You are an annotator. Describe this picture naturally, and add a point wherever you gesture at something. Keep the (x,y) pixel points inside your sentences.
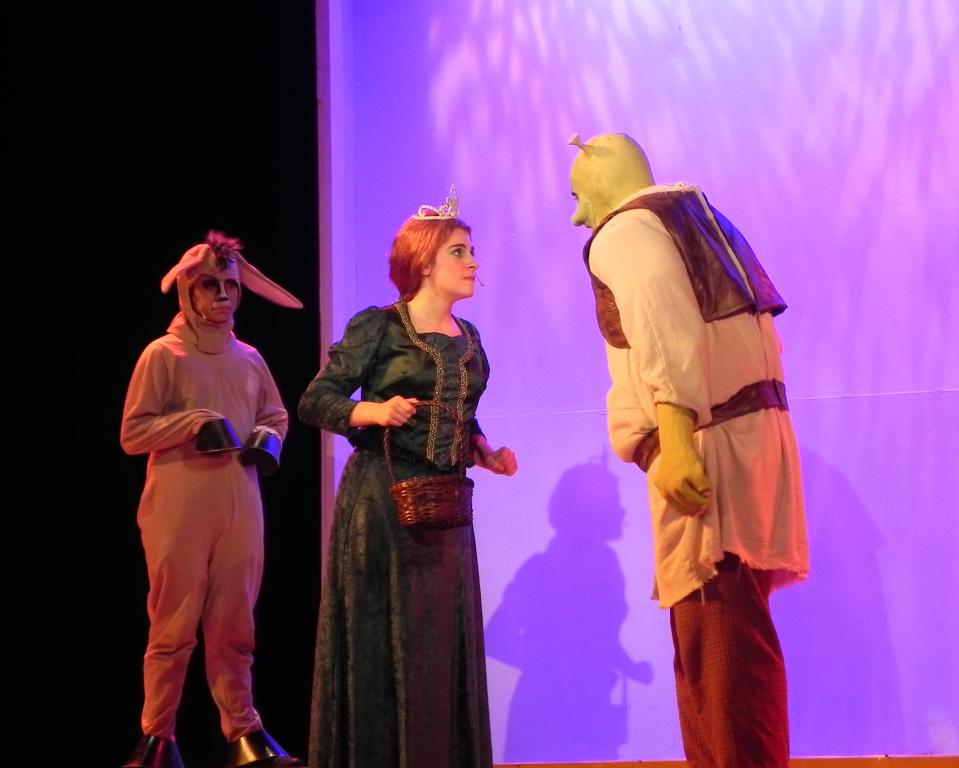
In this image I can see three people (417,423) standing. These people (275,427) are wearing the costumes (389,396) which are in different color. I can see one person (395,243) is wearing the crown (443,219). In the back (358,167) there is a banner (508,14). And to the left (51,140) there is a black background (86,130).
